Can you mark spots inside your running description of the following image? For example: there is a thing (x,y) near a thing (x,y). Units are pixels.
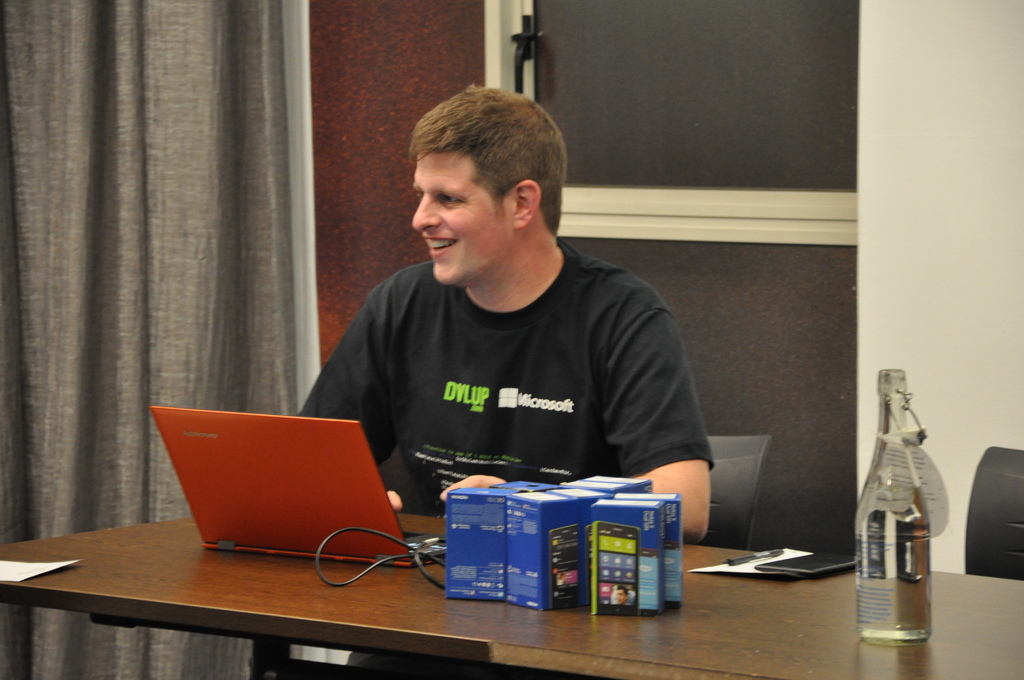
In this image there is a man (548,403) sitting on chair (727,470) at the table (729,649). On the table (716,628) there is a water bottle (892,550), boxes (586,554), a laptop (379,526), paper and a cable wire (418,558). Behind him there is a wall (895,202), door (672,114) and curtain (58,162).
